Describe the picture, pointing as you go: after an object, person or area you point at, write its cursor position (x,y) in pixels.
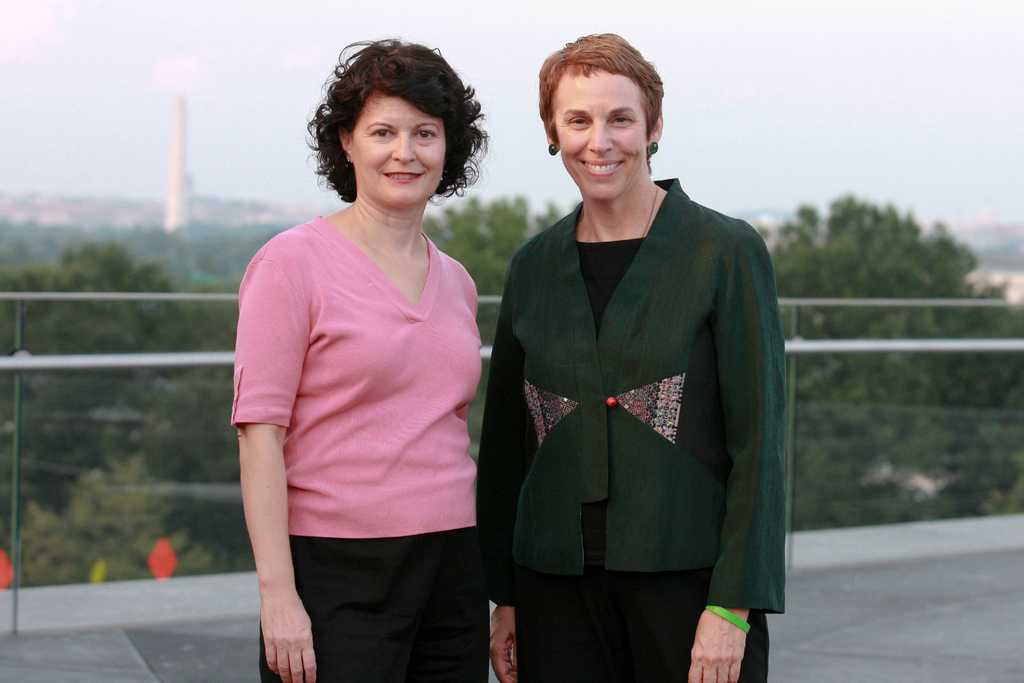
In this picture we can see two women (347,598) standing and smiling and in the background (70,519) we can see trees (130,331), tower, sky (460,24).
